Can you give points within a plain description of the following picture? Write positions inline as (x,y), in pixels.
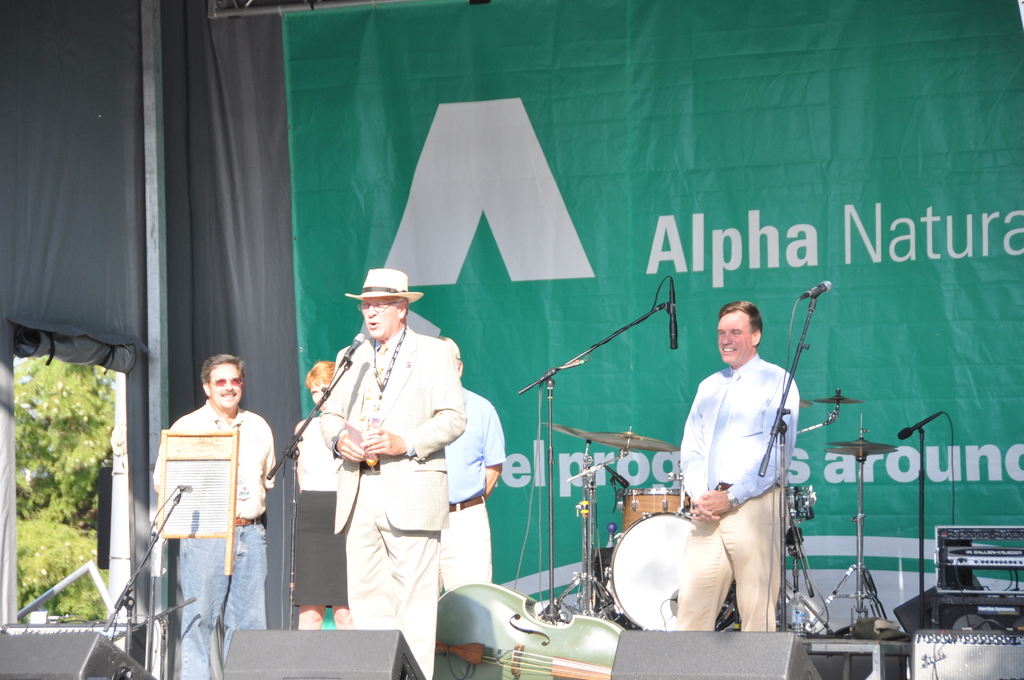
In this image I can see the group of people (387,463) standing. I can see one person (375,332) wearing the hat (397,287) and standing in-front of the mic (342,361). To the side I can see the drum set (728,604) and music system (916,600). In the background (628,233) I can see the banner (394,258) and the trees (69,512).
